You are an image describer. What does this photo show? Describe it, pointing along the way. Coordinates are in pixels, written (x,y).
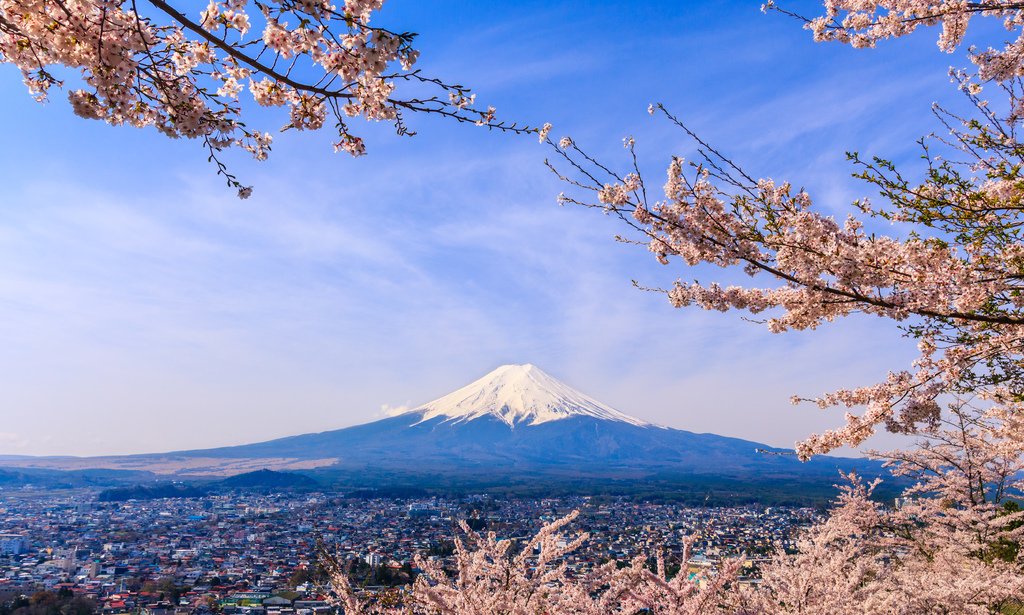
In the foreground of the image (1007,68) we can see the tree (533,603). In the background (342,433), we can see houses (209,558), a mountain (439,447) and the sky (334,211) with clouds (478,223).
